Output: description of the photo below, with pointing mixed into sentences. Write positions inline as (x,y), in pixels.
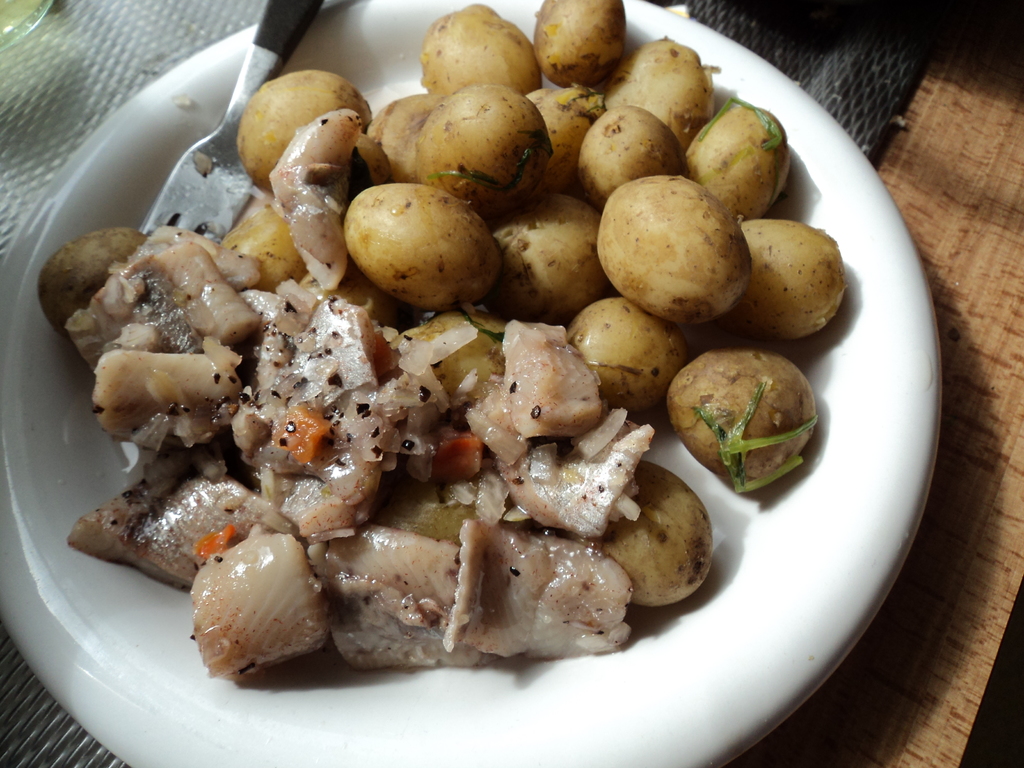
In this image we can see a white color plate (803,507) on the wooden surface (960,345). In the plate (331,62), we can see a fork (200,217), cooked potatoes (454,132) and some food (484,520).
